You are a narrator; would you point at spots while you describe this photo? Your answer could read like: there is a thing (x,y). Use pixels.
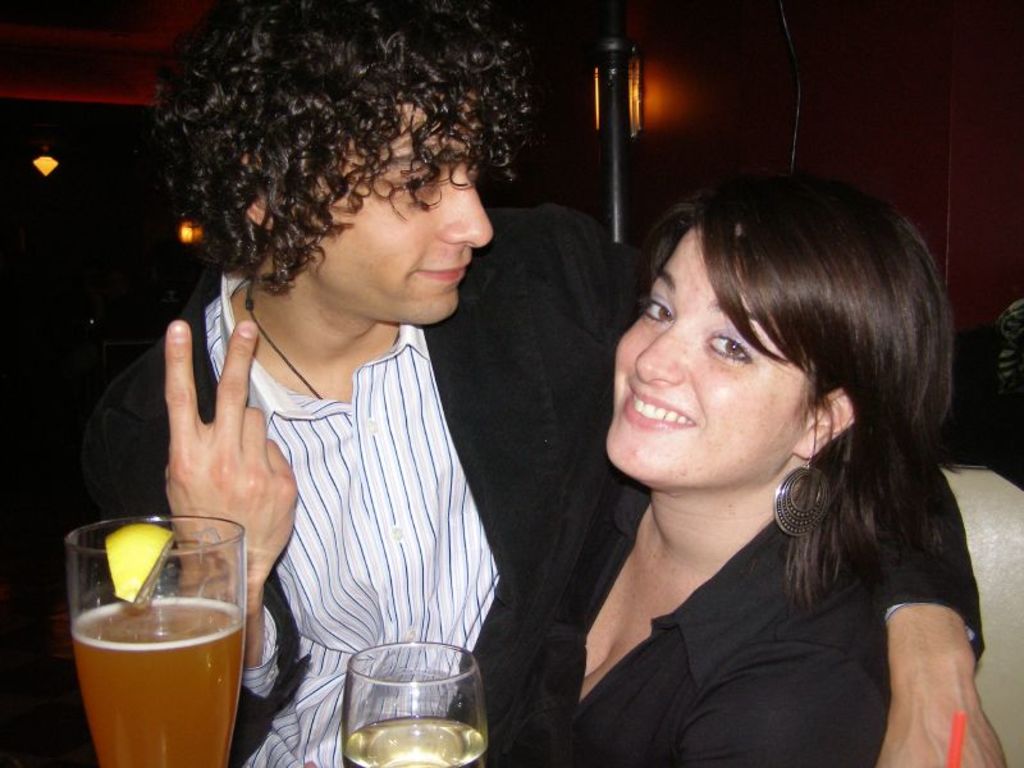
In this picture I can see a man (563,379) and woman (851,421) and I can see couple of glasses (362,683) and I can see a lemon piece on the glass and few lights (186,237) on the back (625,98).
